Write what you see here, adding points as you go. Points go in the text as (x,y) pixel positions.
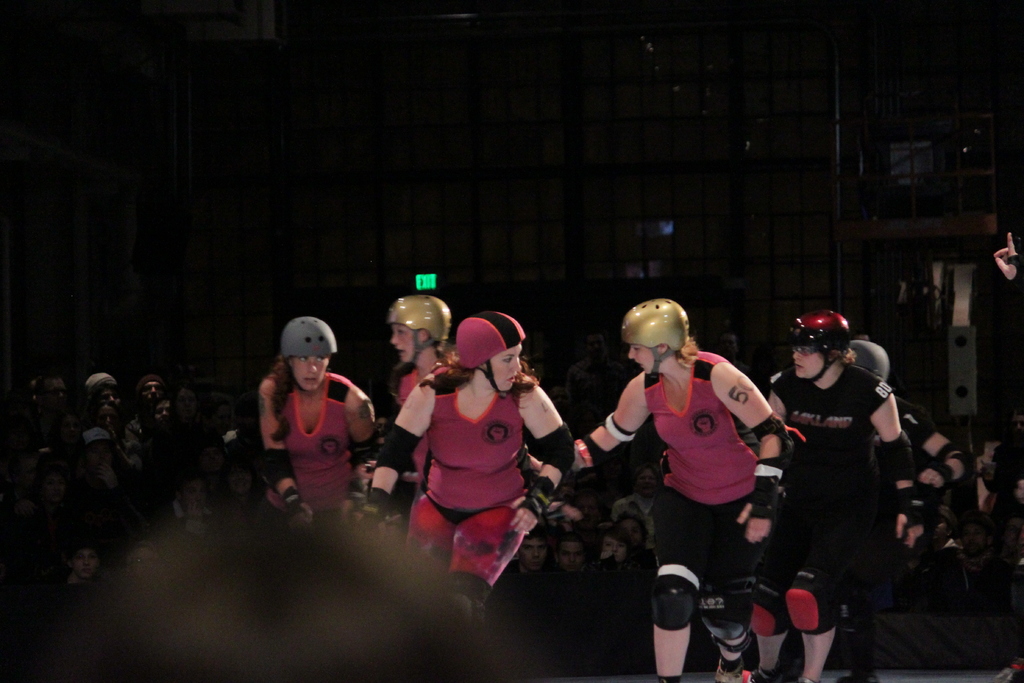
In this image we can see sports people (360,496) playing a game. In the background (248,405) there is crowd (231,405) sitting. There is a building (519,175).
